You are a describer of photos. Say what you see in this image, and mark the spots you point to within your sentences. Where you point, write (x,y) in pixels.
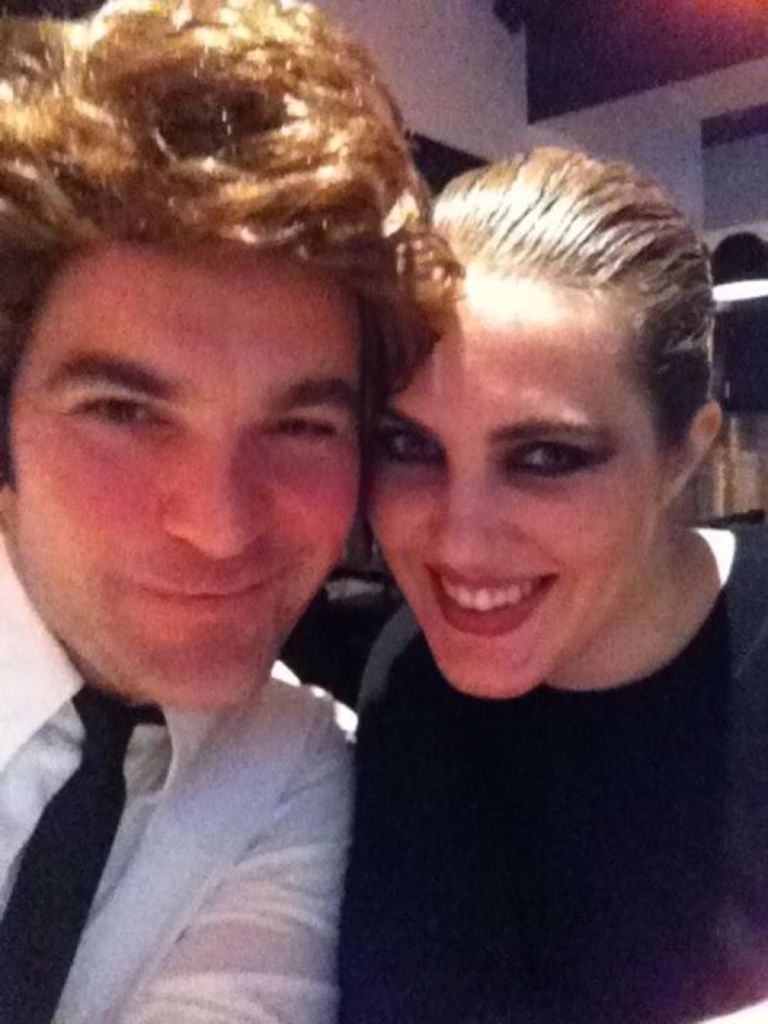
In this image we can see a man (201,353) and a woman (436,617). In the background (619,115) we can see the wall (600,124), light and objects (766,489).
